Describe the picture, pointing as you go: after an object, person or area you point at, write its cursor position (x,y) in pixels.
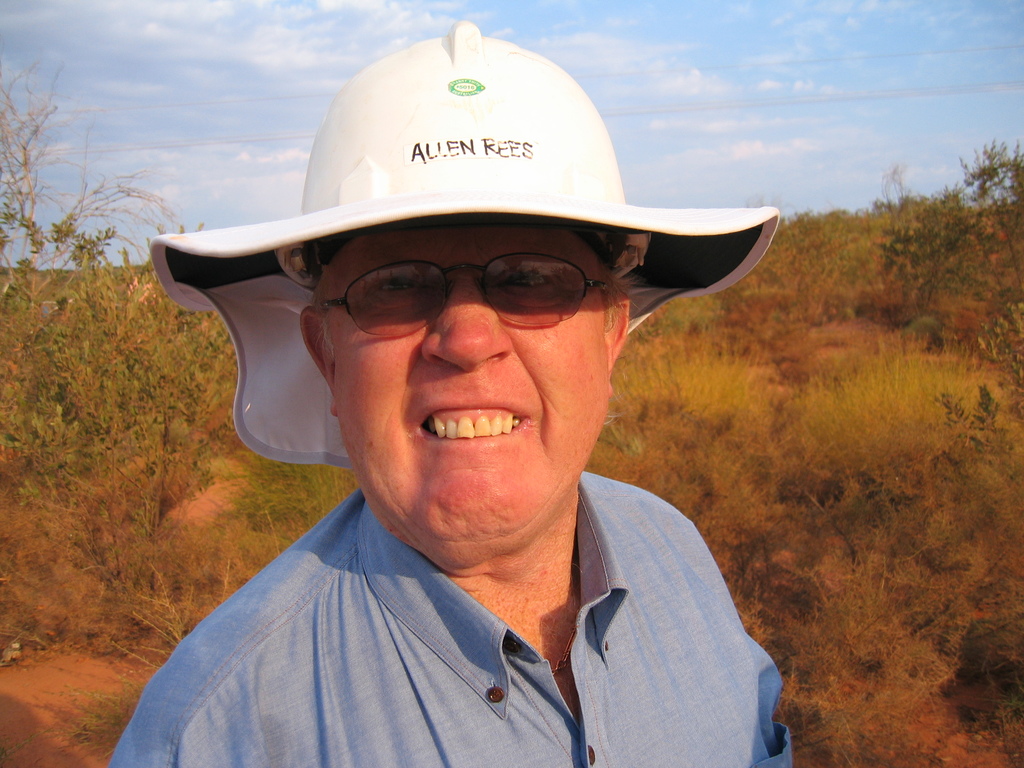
In this picture there are trees (176,323) on the left (120,387) and right corner (1006,204). There is a man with a white cap (658,211), spectacles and a blue shirt (608,581) in the foreground (621,232). And the sky (1000,59) is at the top (134,5).
